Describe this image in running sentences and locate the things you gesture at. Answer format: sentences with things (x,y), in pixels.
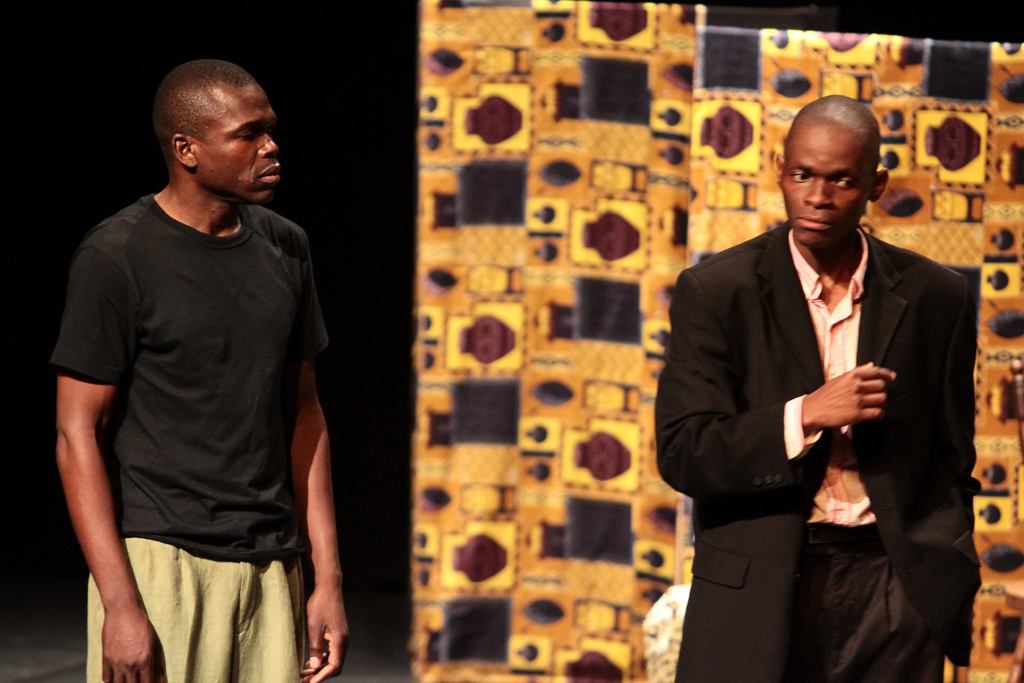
In this image I can see there are two men (900,509) standing and there is a yellow color poster (508,150) in the backdrop (596,154) and the backdrop (104,111) at left side (95,130) is dark.
